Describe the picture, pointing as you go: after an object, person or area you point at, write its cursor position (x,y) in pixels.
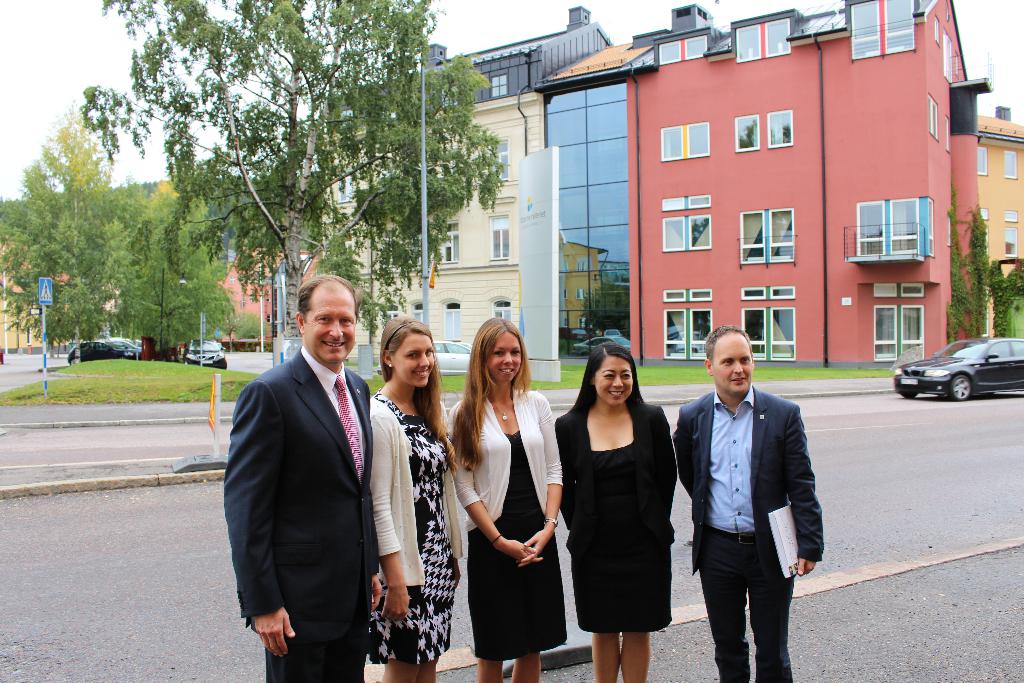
There are two men (351,419) and three women (538,467) standing and smiling. These are the buildings (556,119) with windows (703,292) and glass doors (906,242). I can see the cars (205,354) on the road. This looks like a pole (422,273). These are the trees (158,226). This is a grass (170,377). I think this is a signboard (47,290), which is attached to the pole (45,396).
